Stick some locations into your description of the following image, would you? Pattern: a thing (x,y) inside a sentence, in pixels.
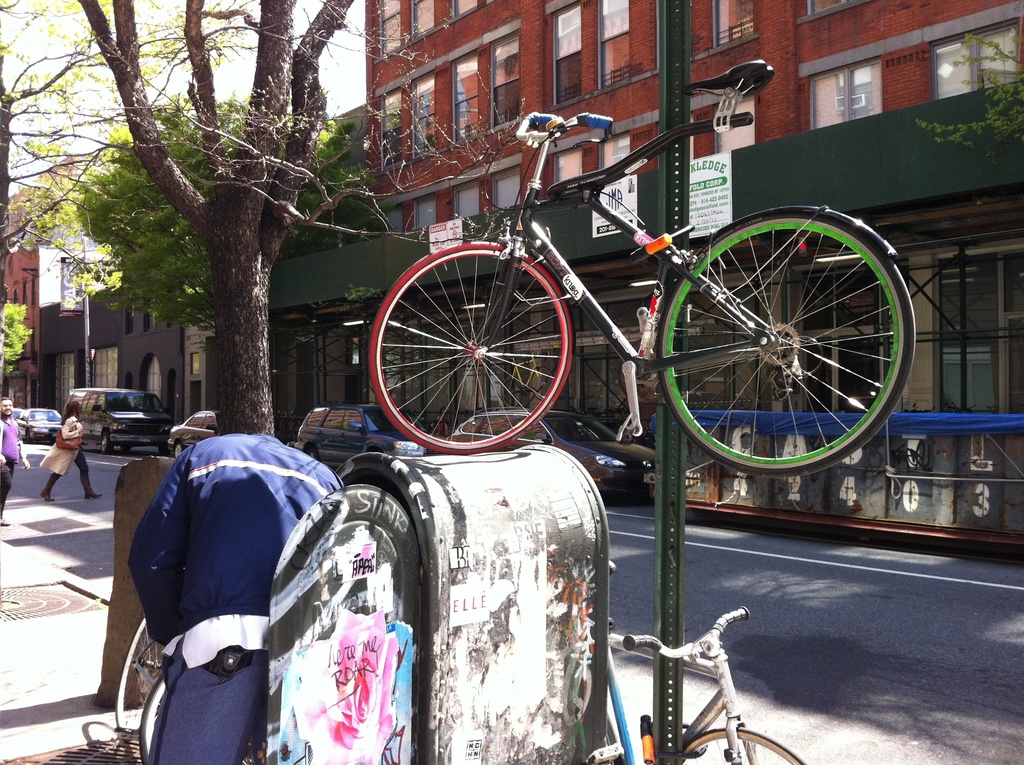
In this picture I can see bicycles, there are group of people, there are vehicles (122,413) on the road (696,616), there are boards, trees (1001,96), buildings (383,68), and in the background (334,70) there is sky (334,70).
